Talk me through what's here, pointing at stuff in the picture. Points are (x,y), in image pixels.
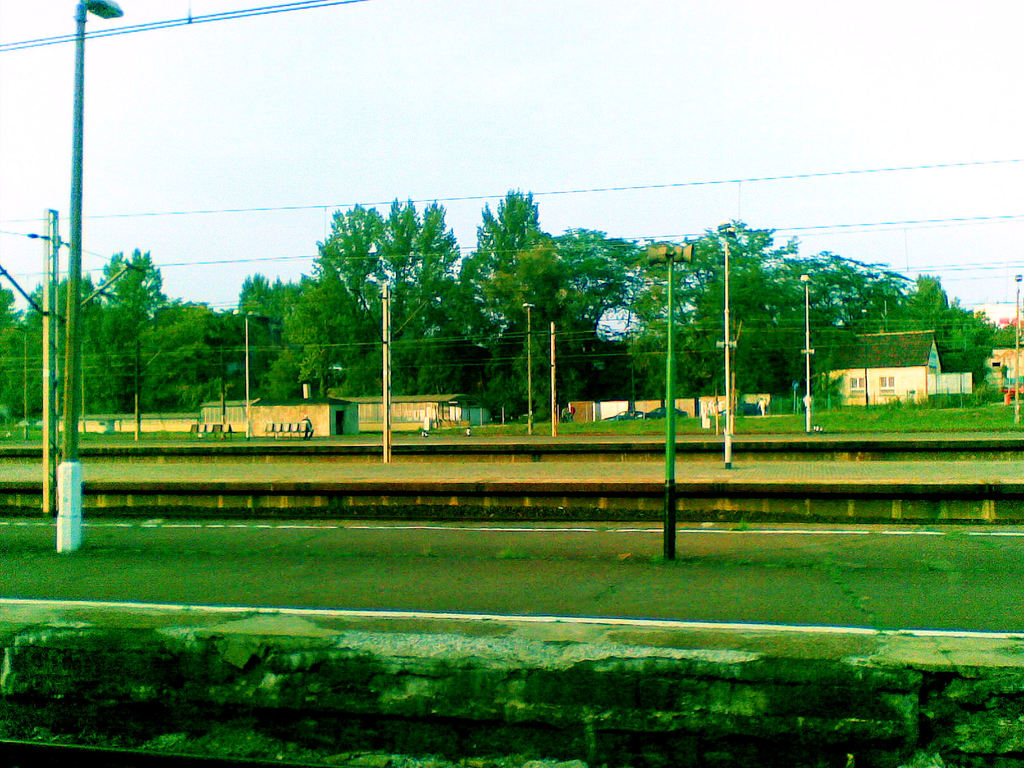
In this image there are poles (727,383) and wires (651,185), in the middle (500,459) there are platforms (852,438), in the background (458,423) there are sheds (1004,370), trees (512,336) and the sky (629,38).
